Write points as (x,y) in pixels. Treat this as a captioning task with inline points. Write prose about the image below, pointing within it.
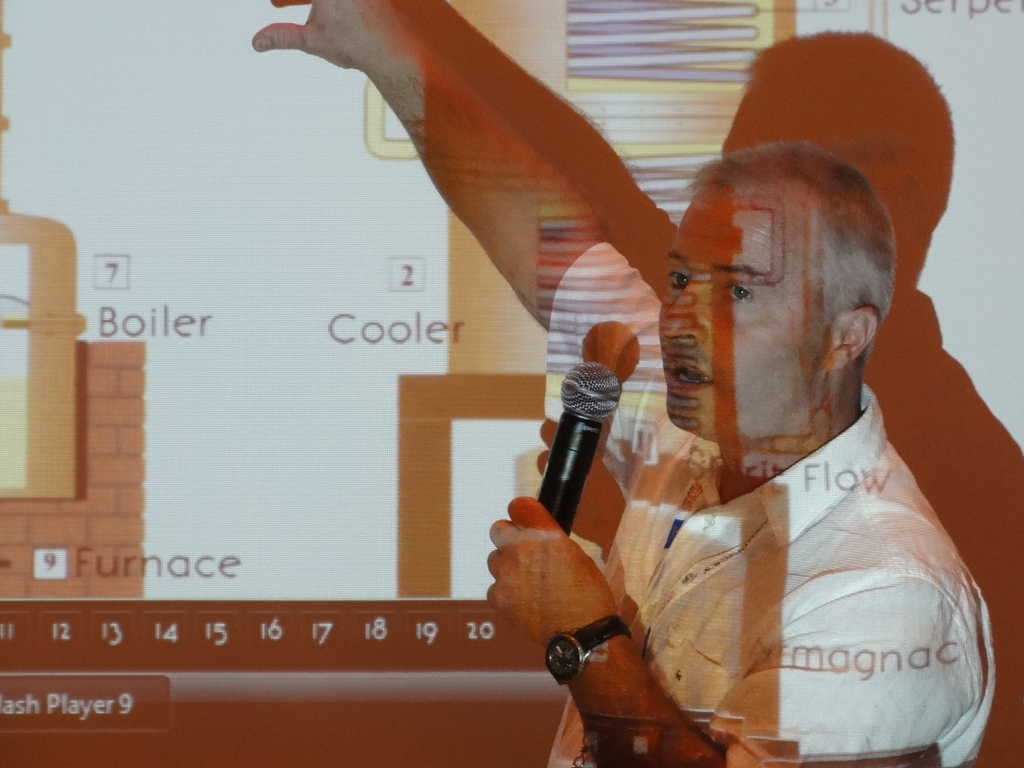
A person (609,291) is talking on mic (619,394) by explaining the thing (163,574) on the screen (520,455).
